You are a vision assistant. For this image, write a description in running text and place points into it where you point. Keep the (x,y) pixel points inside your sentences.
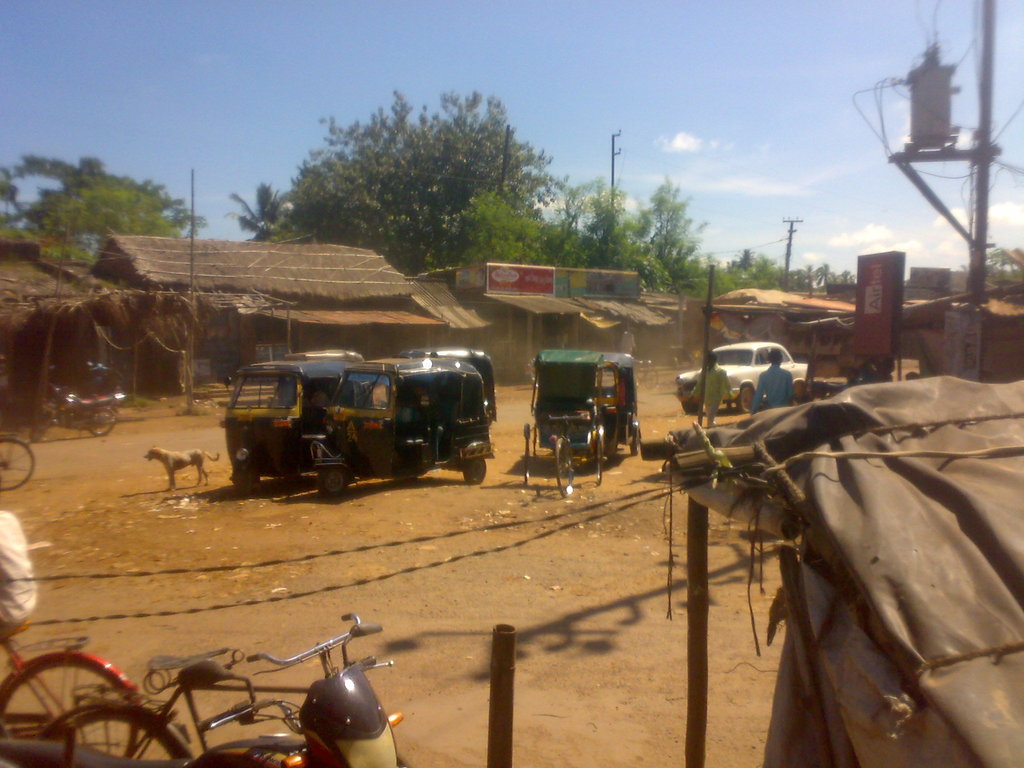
There are bicycles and a motorbike (390,736) at the bottom side of the image (316,689), it seems like a hut (946,526) in the bottom right side (1014,621) and a pole (934,204) on the right side (695,575). There are vehicles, people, poles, trees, huts (263,283), posters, a dog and sky (604,142) in the background area (258,314).
